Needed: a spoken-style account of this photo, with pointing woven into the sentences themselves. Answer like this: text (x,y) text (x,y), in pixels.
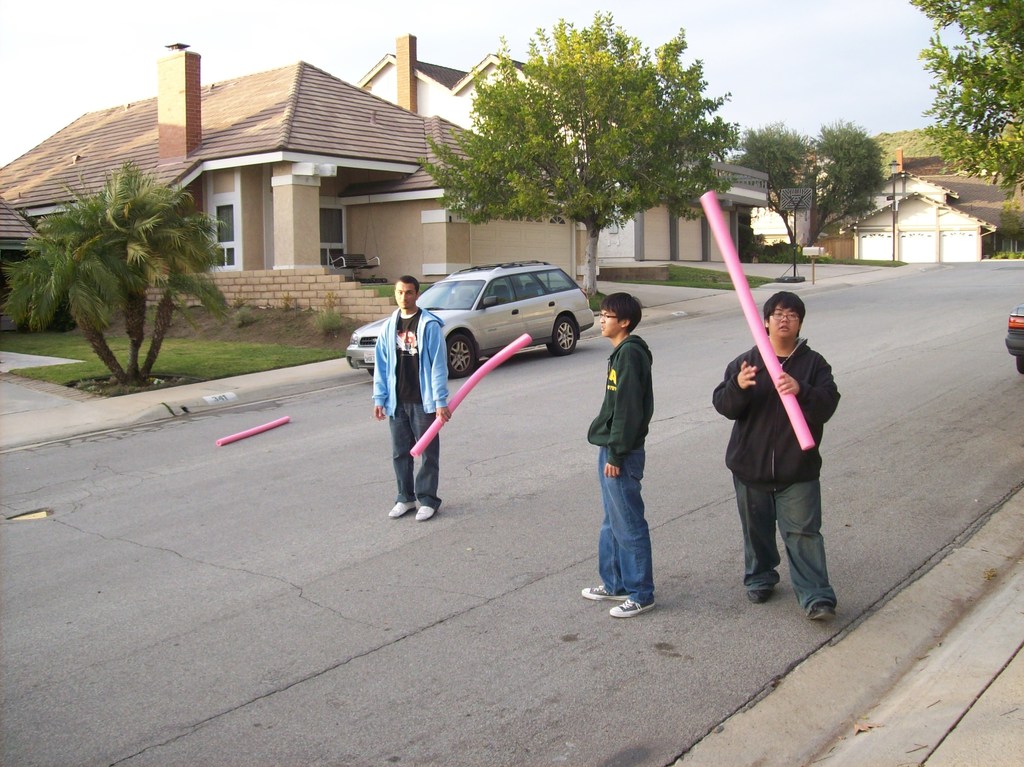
In this image I can see three persons (793,463) standing, the person (818,481) at right (818,481) is wearing black jacket (802,473), blue pant (813,515) and holding some object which is in pink color. Background (681,156) I can see a vehicle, plants (758,245) and trees (599,74) in green color, few buildings (362,211) in cream and white color and the sky (477,42) is in white color.
